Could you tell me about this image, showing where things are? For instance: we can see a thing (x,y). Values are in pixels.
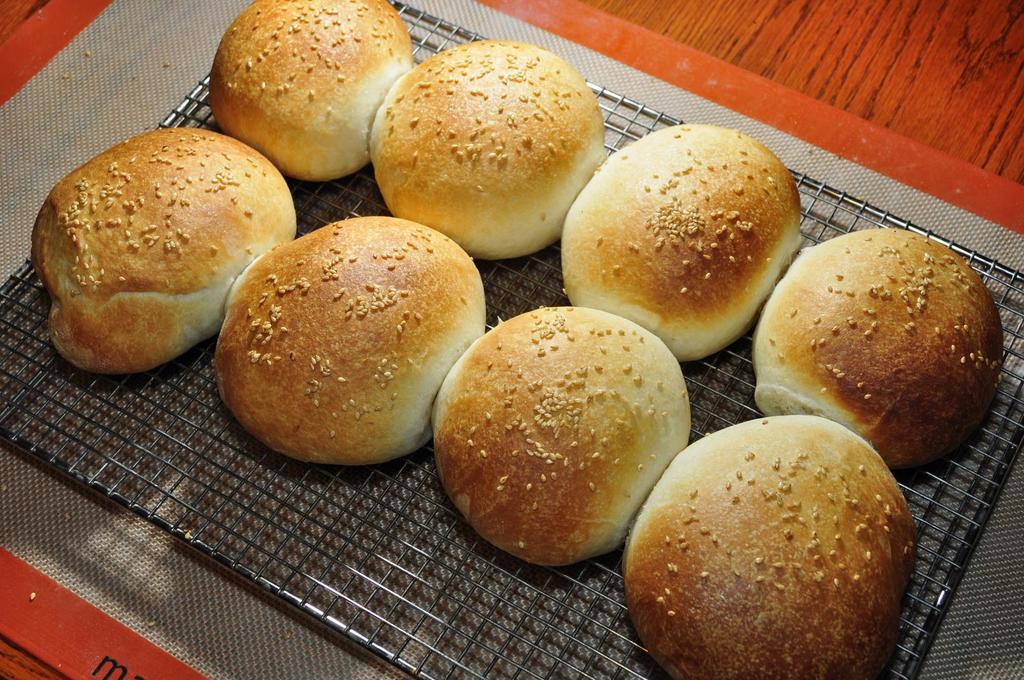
In this image we can see the buns (413,298) on the grill (360,573) which is on the table (810,24).
